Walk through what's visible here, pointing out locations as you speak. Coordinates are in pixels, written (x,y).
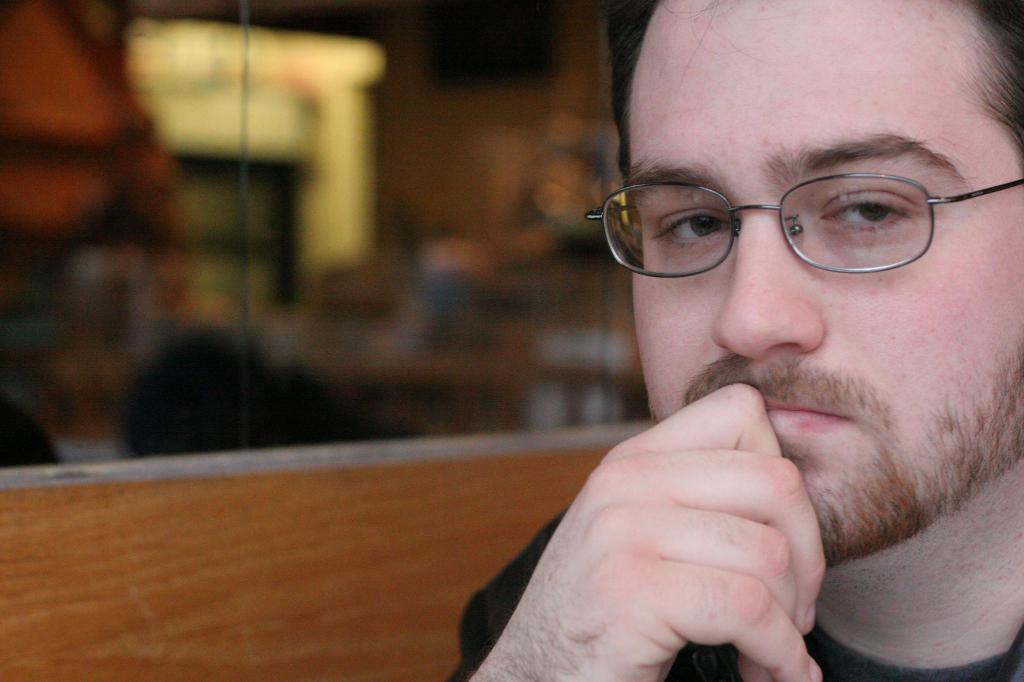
In this image, I can see the man (918,504) with spectacles (885,202). This looks like a glass door (387,345).
